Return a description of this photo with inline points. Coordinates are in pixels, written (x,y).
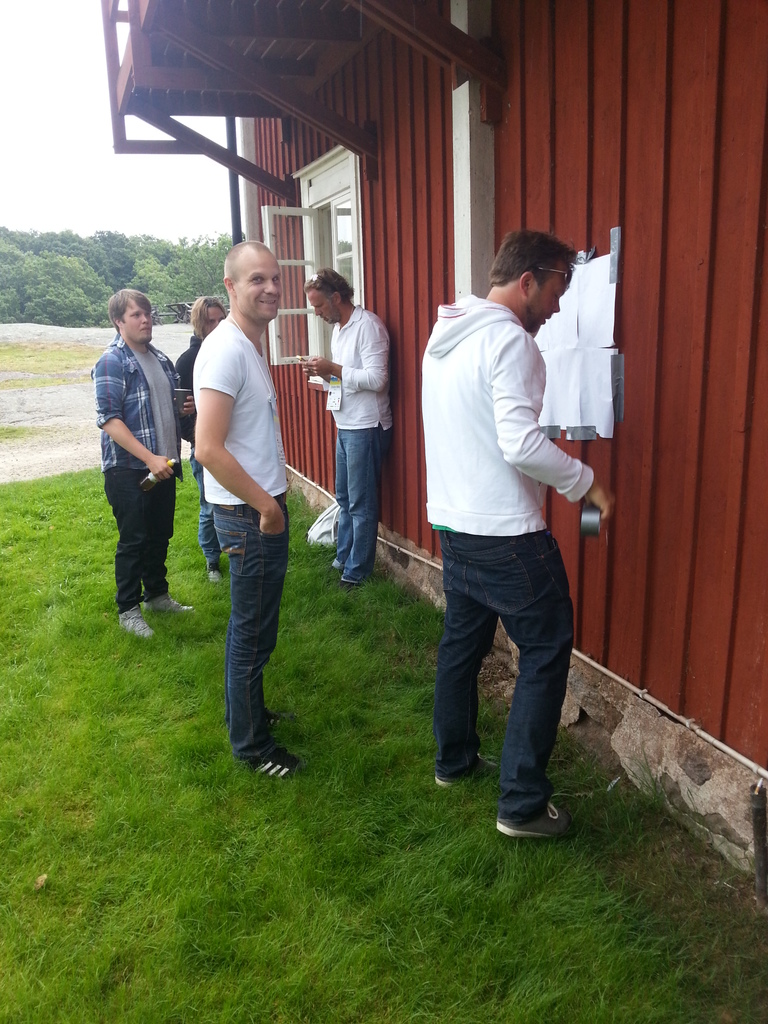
In this image we can see a few people (260,743), among them, some are holding the objects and there is a building (654,268), on the building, we can see some posters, there are some trees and grass (123,685) on the ground (80,446), in the background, we can see the sky (79,96).
